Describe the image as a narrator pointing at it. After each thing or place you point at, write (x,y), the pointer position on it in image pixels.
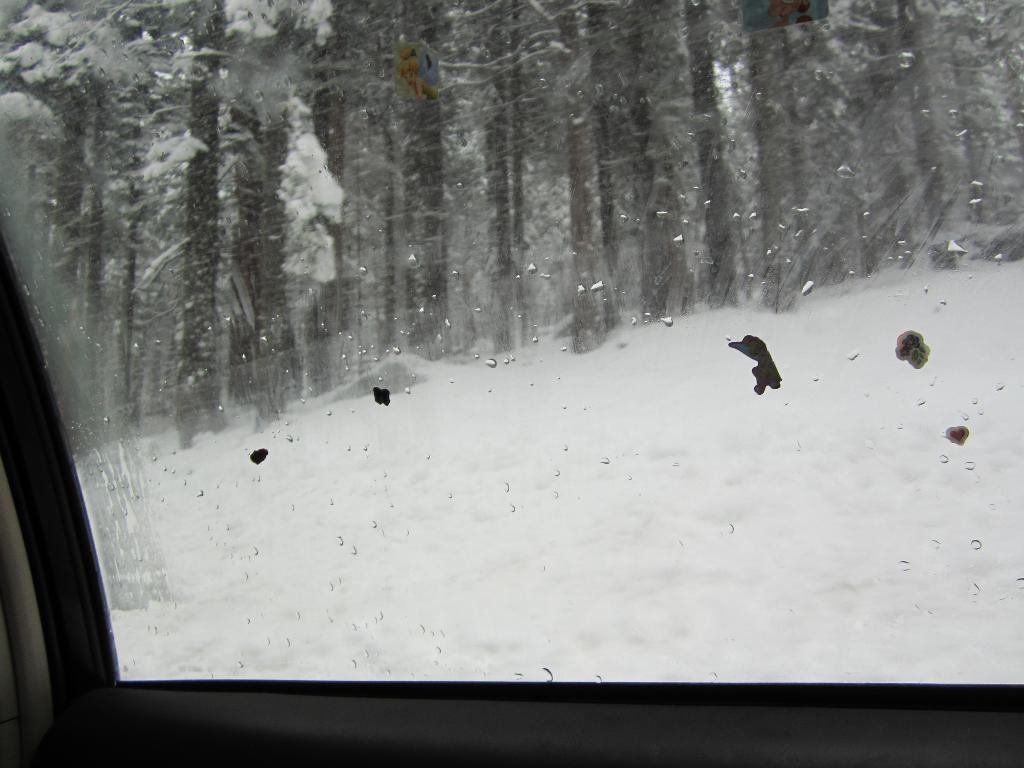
This is glass (534,501). From the glass (560,600) we can see snow (706,513) and trees (552,187).
